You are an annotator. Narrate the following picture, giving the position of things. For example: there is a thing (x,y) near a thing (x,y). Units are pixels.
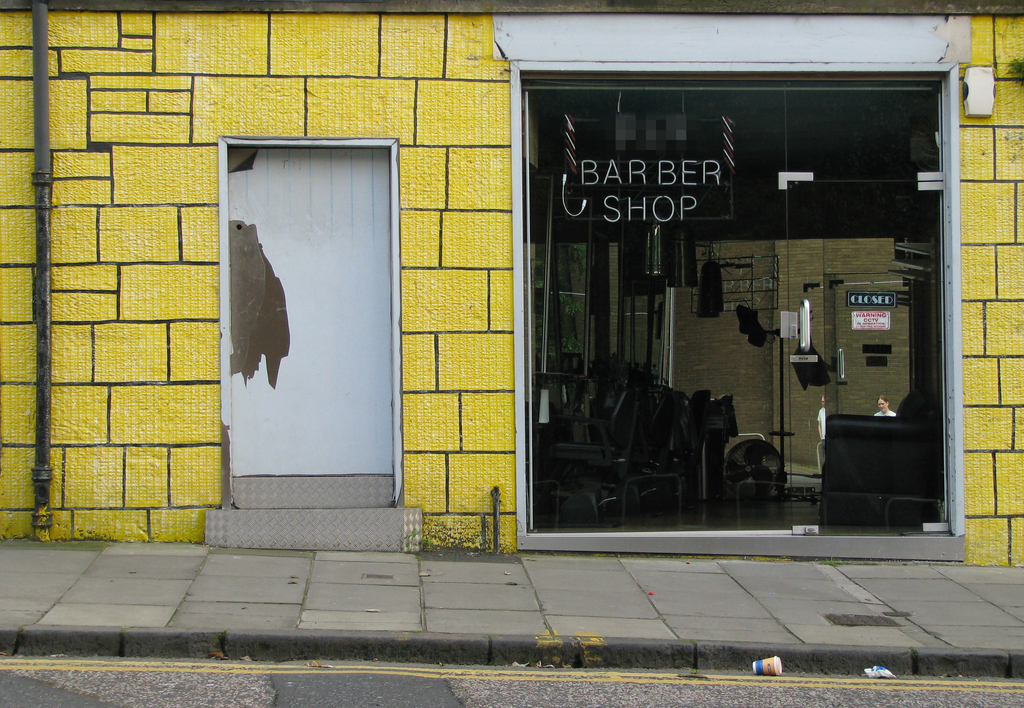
In the foreground of the image (91,583) we can see the road (757,707) and platform (902,579). In the middle of the image (539,283) we can see a glass door (894,463) from that glass door (778,78), we can see a sofa (896,448) and a person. A pipe (38,512) and steps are also seen. On the top of the image (271,139) we can see door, yellow color wall (995,479) and a text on the glass door (870,443).
